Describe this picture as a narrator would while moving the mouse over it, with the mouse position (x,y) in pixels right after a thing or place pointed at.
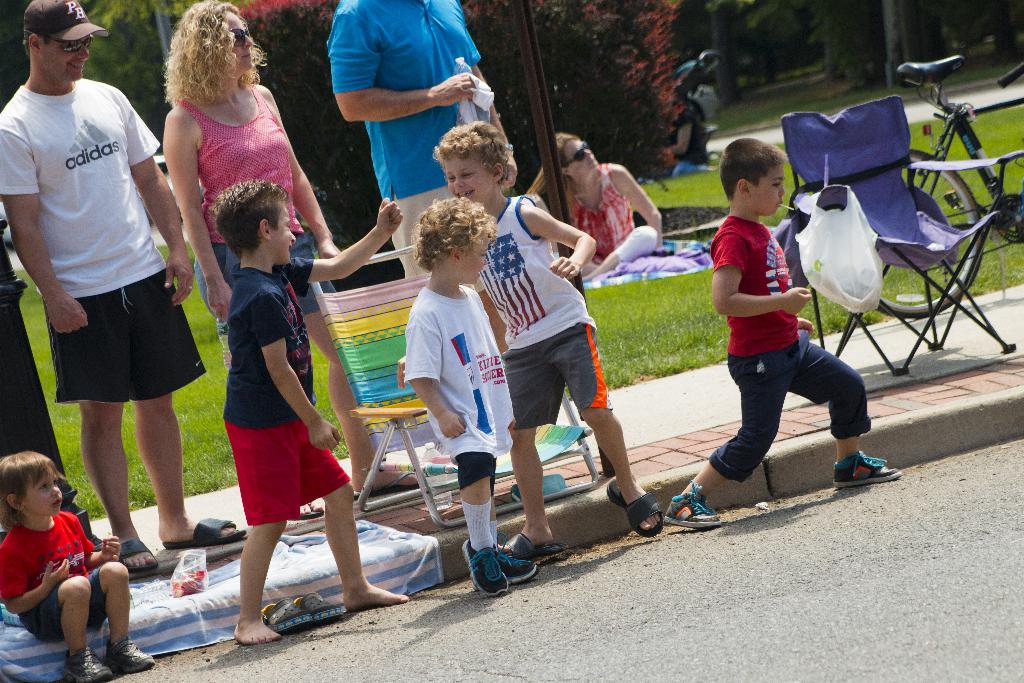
In this picture we can see few chairs (421,277) and group of people (261,237), few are sitting on the grass (700,183) and few (264,327) are standing, on the right side of the image (942,157) we can see a bicycle (945,124), in the background (732,58) we can find few trees (579,36).
